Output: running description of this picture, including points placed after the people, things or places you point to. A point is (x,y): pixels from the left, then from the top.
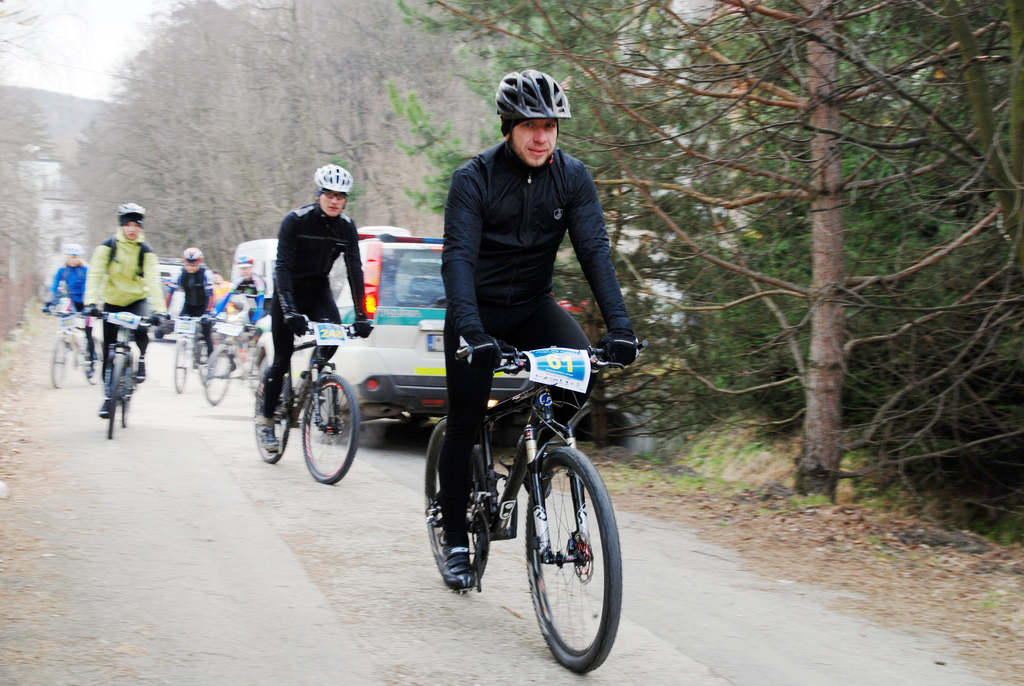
In this image we can see few persons (108,271) riding bicycles (115,382). Beside the persons (284,358) we can see the vehicles (341,357) and a group of trees (544,53). In the top left (65,77), we can see the sky (38,40).
